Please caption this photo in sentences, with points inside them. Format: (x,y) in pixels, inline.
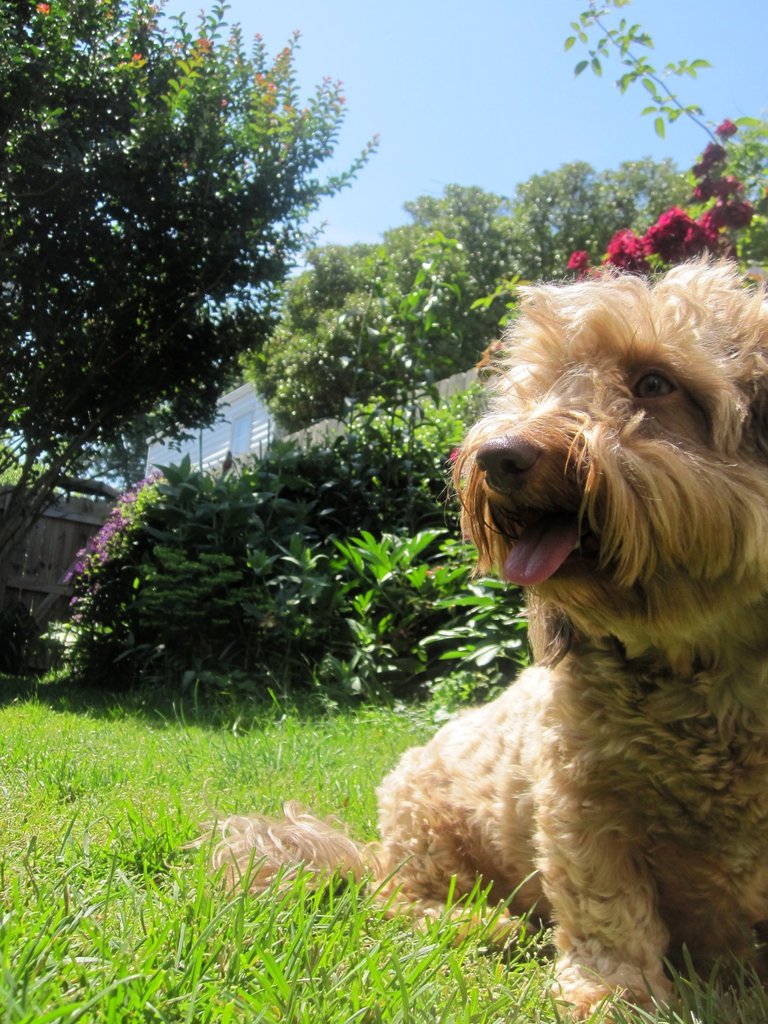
In this image we can see a dog (540,840) on the grass field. We can also see some plants (348,699), flowers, trees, a wooden fence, a building (249,436) and the sky (540,79) which looks clear.
